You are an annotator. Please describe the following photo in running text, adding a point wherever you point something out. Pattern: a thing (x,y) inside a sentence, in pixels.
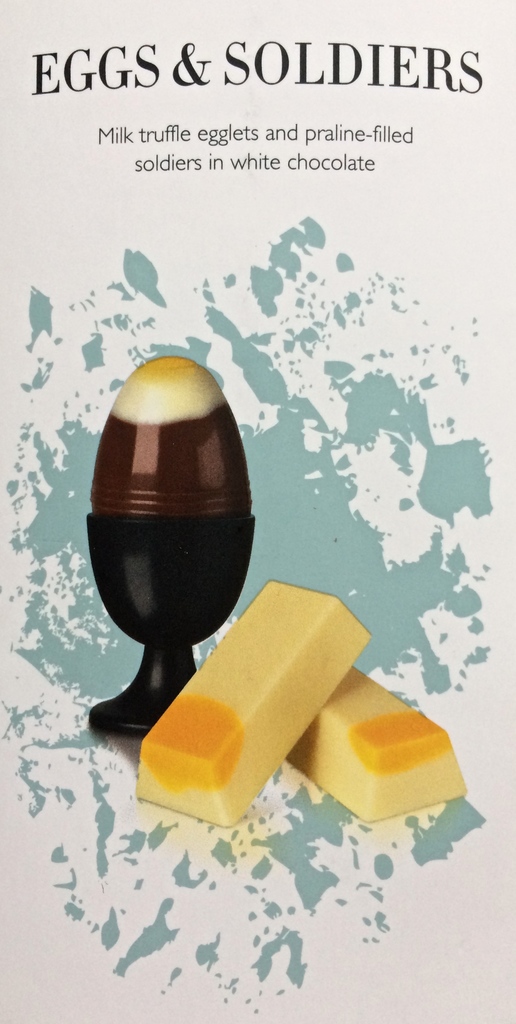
In this image it looks like it is a poster (254,192) in which there is a egg (158,459) in the cup (160,545) and beside it there are two soldiers (284,670).
